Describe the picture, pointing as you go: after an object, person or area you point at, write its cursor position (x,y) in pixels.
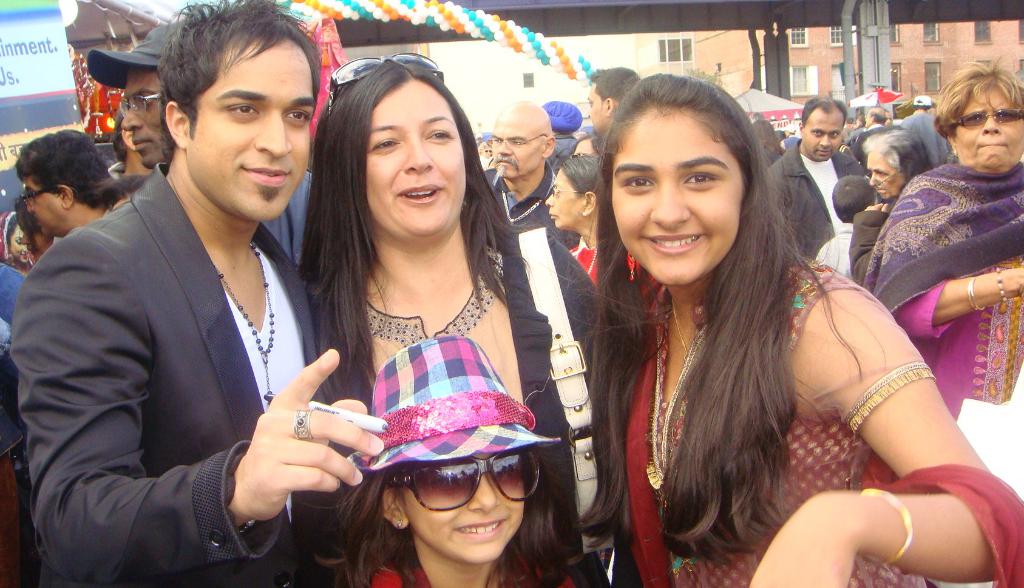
In this picture I can observe three members (340,216). Two of them are women (463,266) and one of them is a man (204,211). In front of them there is a girl (485,495). All of them are smiling. In the background (98,204) I can observe some people (98,204) and a building (698,48).
